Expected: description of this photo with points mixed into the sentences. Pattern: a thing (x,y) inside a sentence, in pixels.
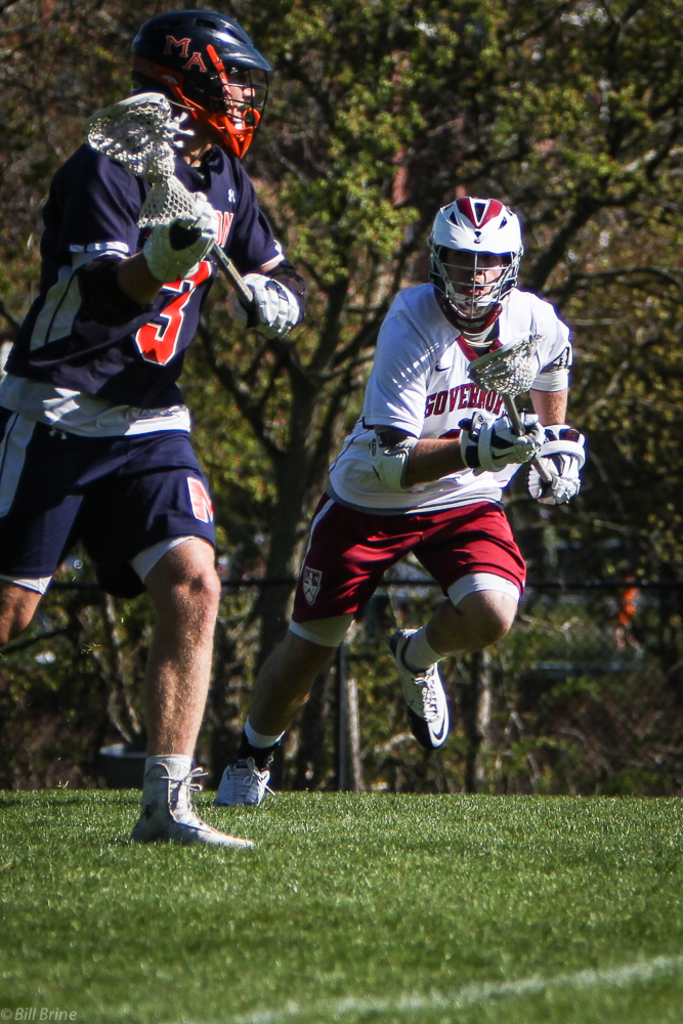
In this image there are two players (431,367) wearing helmets (256,110) and holding lacrosse sticks (481,370) in their hands (481,416) and playing in ground (312,836), in the background (114,9) there are trees (493,75).
